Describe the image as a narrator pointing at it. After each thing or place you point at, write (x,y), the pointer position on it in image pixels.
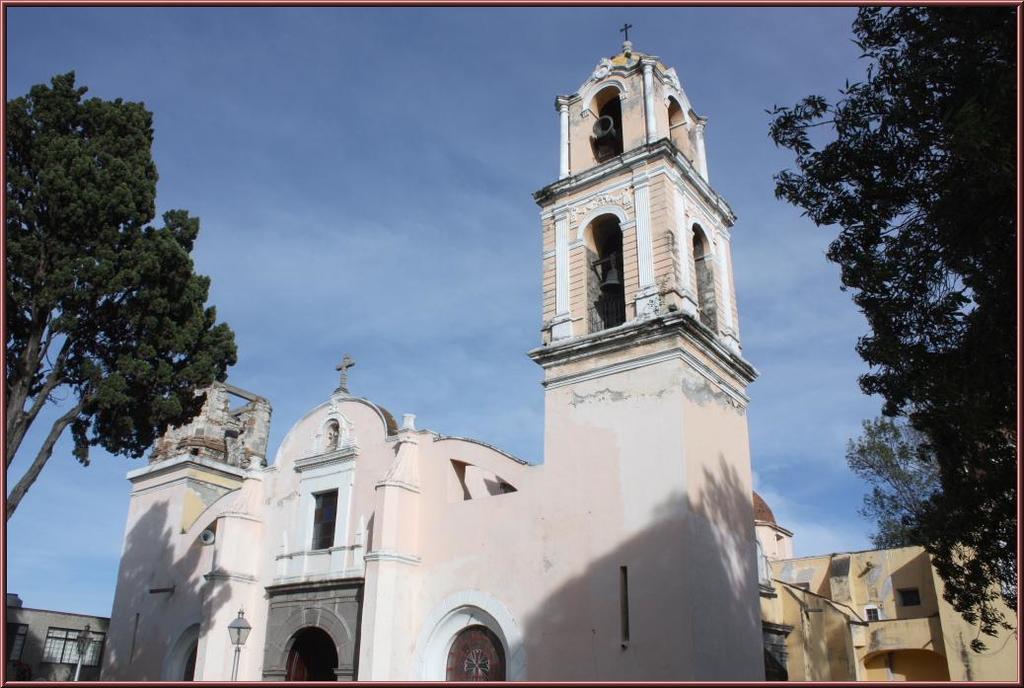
In this image we can see an edited image. In this image we can see some buildings (566,532), poles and other objects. On the left (159,176) and right side of the image (893,329) there are trees (952,110). In the background of the image (425,14) there is the sky (794,448).
